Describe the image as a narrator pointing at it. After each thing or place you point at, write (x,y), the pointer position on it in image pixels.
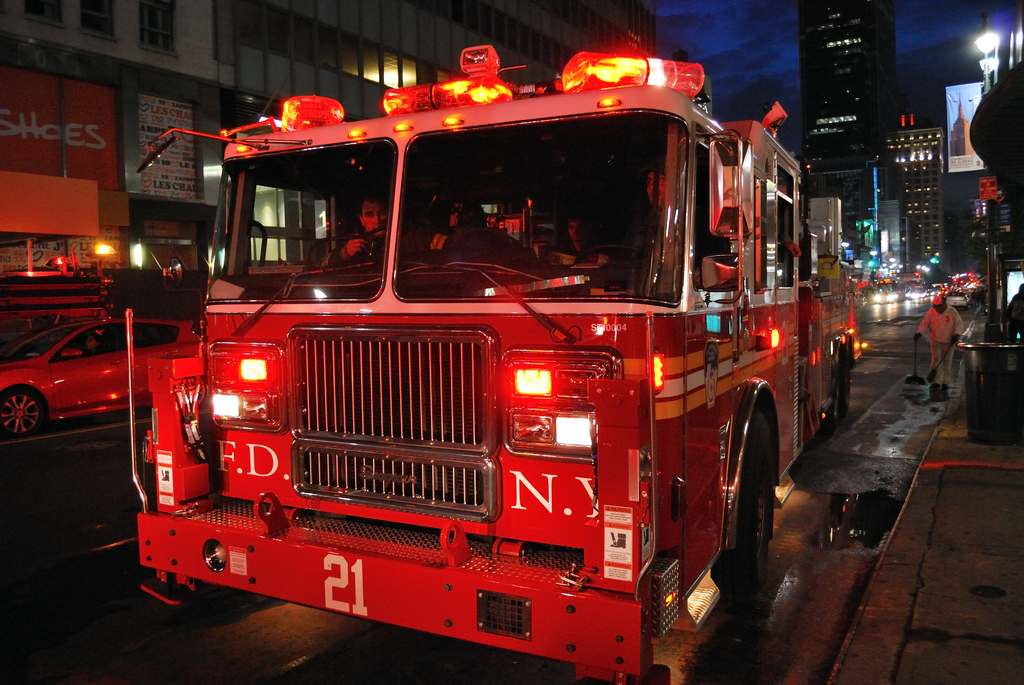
In this image we can see a few vehicles (645,386) on the road (896,310), there are some buildings (275,89) with windows (163,45), posters (107,140), poles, lights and people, in the background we can see the sky (953,79).
